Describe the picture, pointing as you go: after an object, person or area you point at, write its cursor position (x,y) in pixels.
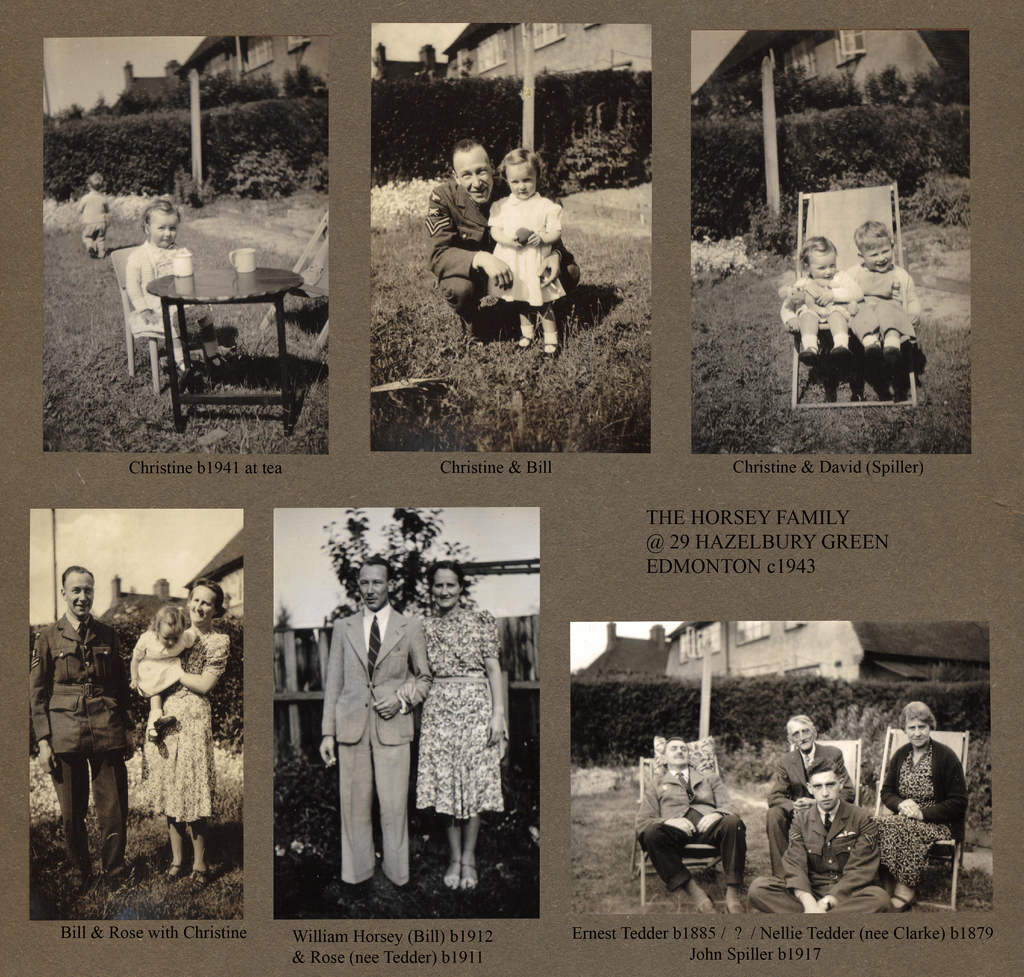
In this image we can see a poster (484,355), on the poster (484,302), there are some people (482,295), buildings (800,62), trees (519,135), plants (322,157) and a table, also we can see some text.
